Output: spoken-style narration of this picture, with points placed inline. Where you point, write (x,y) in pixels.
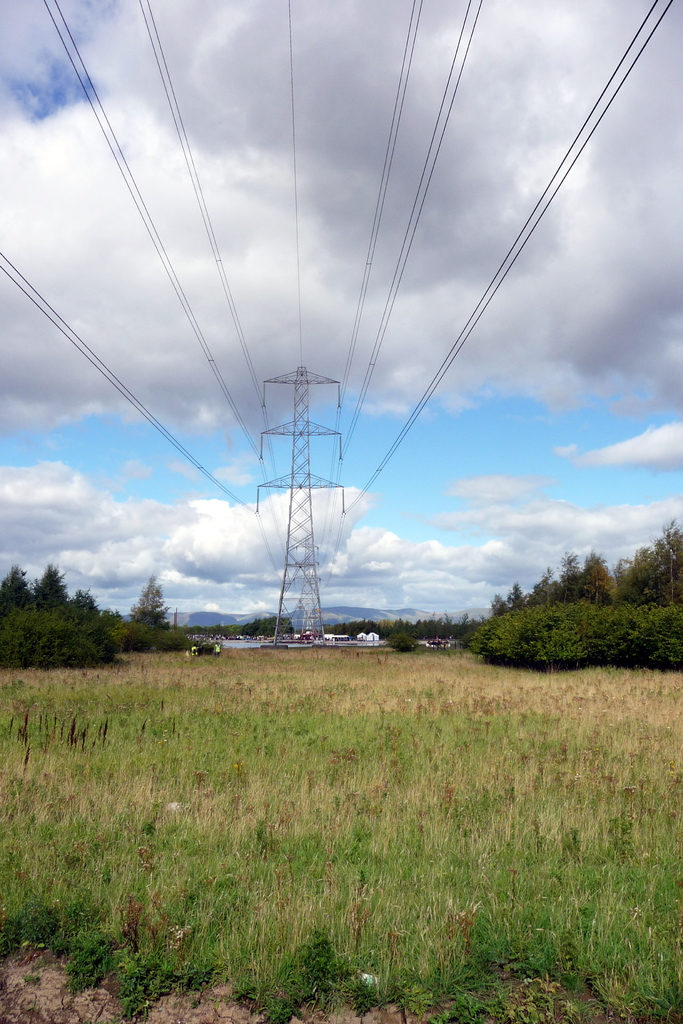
There is a land (365,811) filled with a lot of grass (297,730) and in the front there is a signal tower (301,375), many wires (300,352) are attached to the tower (290,565). Around the ground (381,824) there are a lot of trees (506,613).
